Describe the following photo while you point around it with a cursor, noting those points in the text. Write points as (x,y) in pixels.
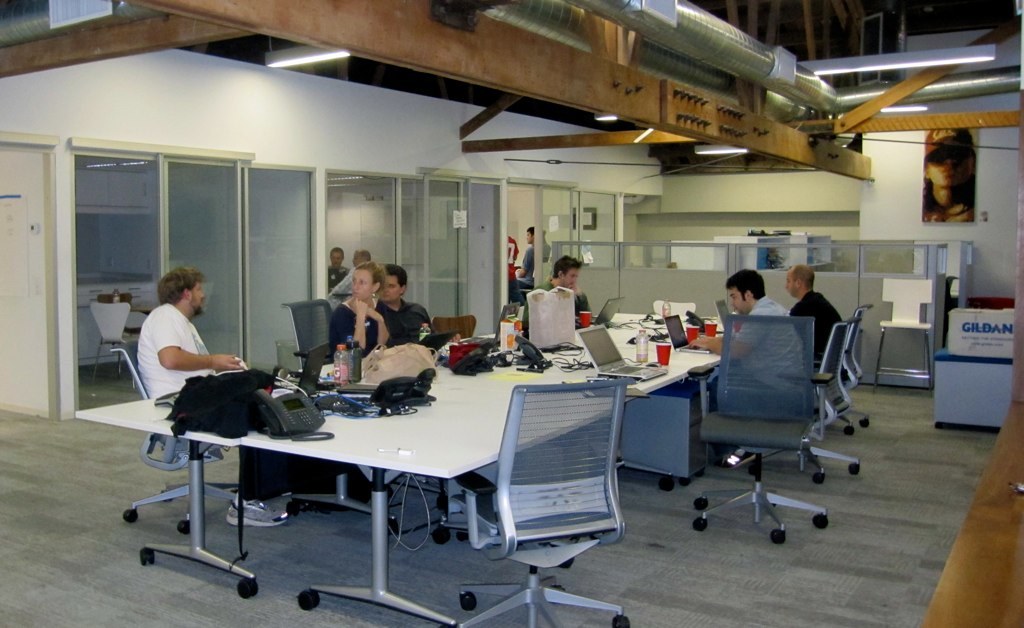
In the picture there are a group of people (744,357) sitting and they have a table (579,342) in front of them there is also a laptop (689,349), water bottle (641,357) and glasses (689,335) and some bags (207,381) cables (507,365) and other stuff (399,452).
